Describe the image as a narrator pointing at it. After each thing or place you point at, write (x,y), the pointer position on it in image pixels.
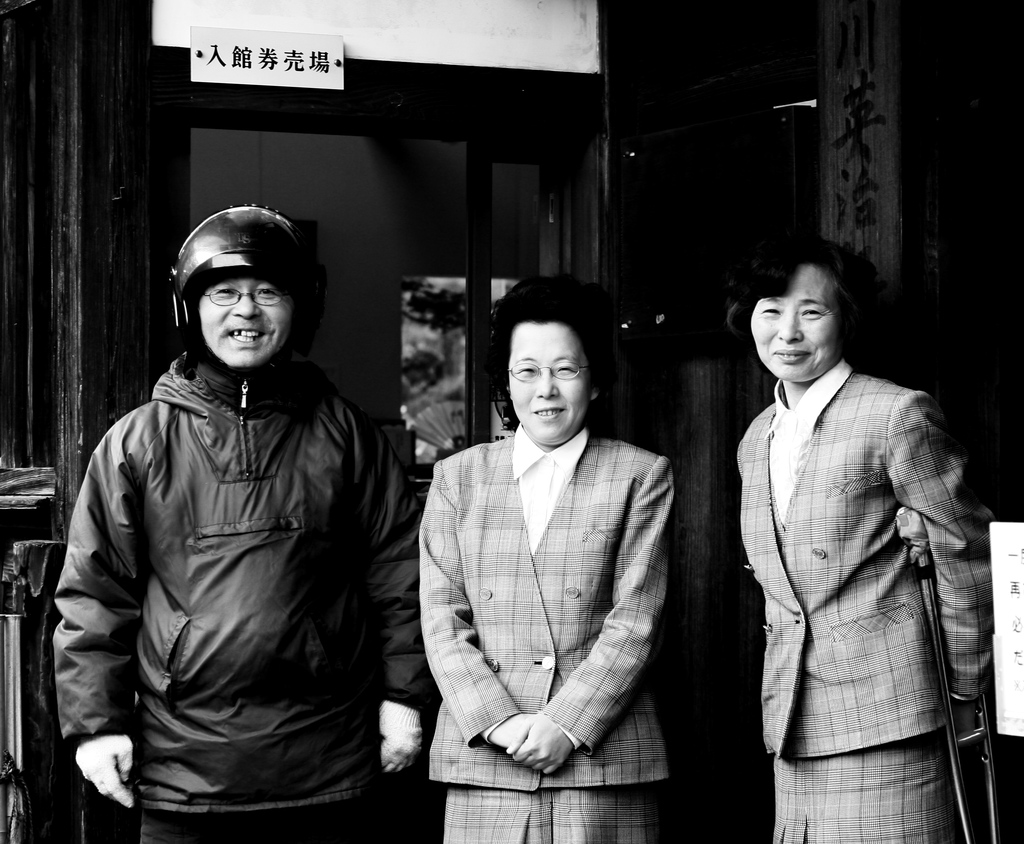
In this picture I can see few people (378,515) standing and I can see a human (263,283) is wearing a helmet (252,208) on his head (230,325) and I can see a woman (885,595) holding a walking stick (955,783) and I can see text (313,68) on the small board (256,68) and it looks like a inner view of a room (253,101).
